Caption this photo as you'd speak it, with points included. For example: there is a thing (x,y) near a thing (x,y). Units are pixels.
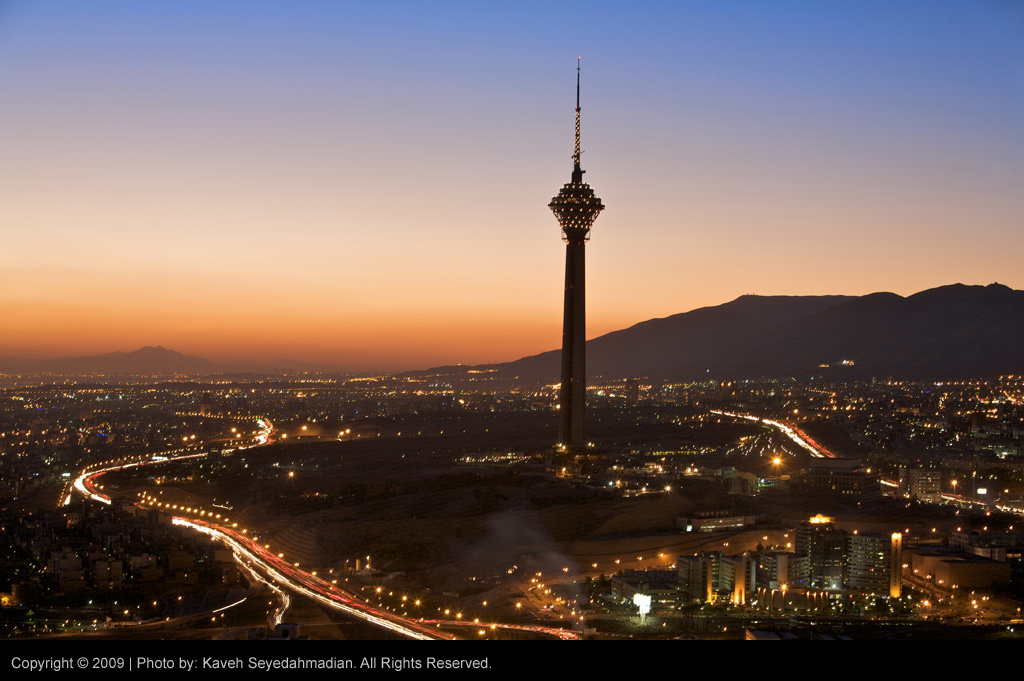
In this picture we can see buildings (172,540), tower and lights (755,440). In the background of the image (801,310) we can see hills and sky (371,210). In the bottom left side of the image (302,672) we can see text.
